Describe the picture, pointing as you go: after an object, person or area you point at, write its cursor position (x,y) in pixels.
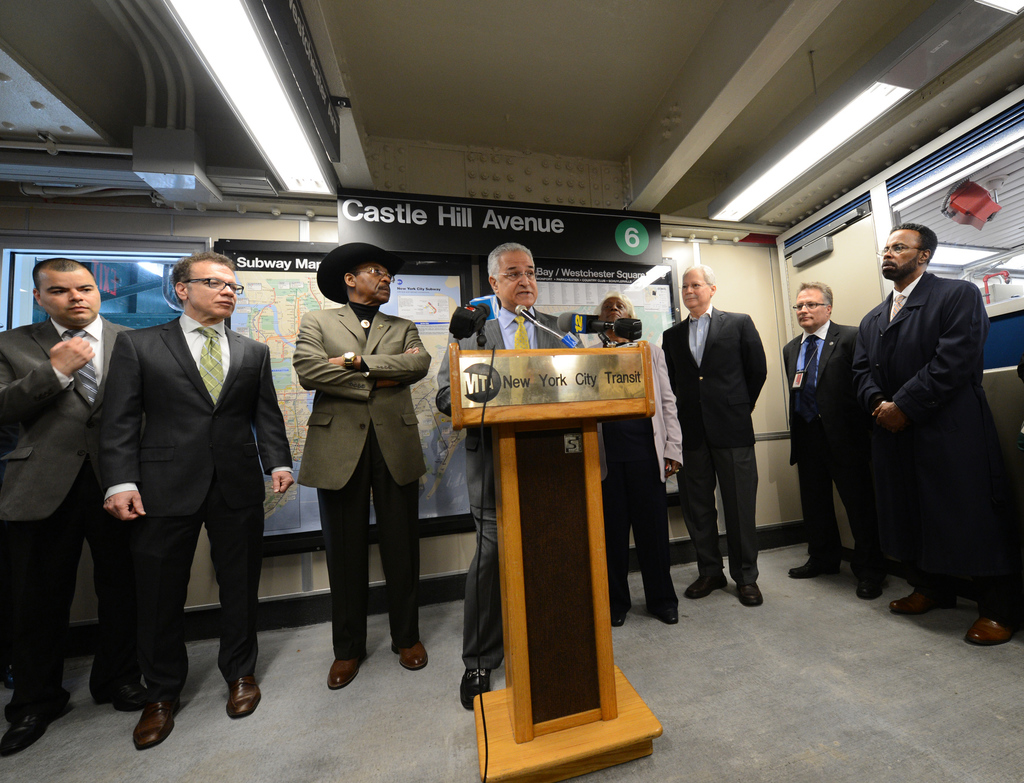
In this image I can see some people (829,416). I can see a person (502,338) standing near the podium (539,418) with a mike (478,331). In the background (267,271), I can see some text (500,218) written on the board (422,228). At the top (317,140) I can see the lights (829,126).
